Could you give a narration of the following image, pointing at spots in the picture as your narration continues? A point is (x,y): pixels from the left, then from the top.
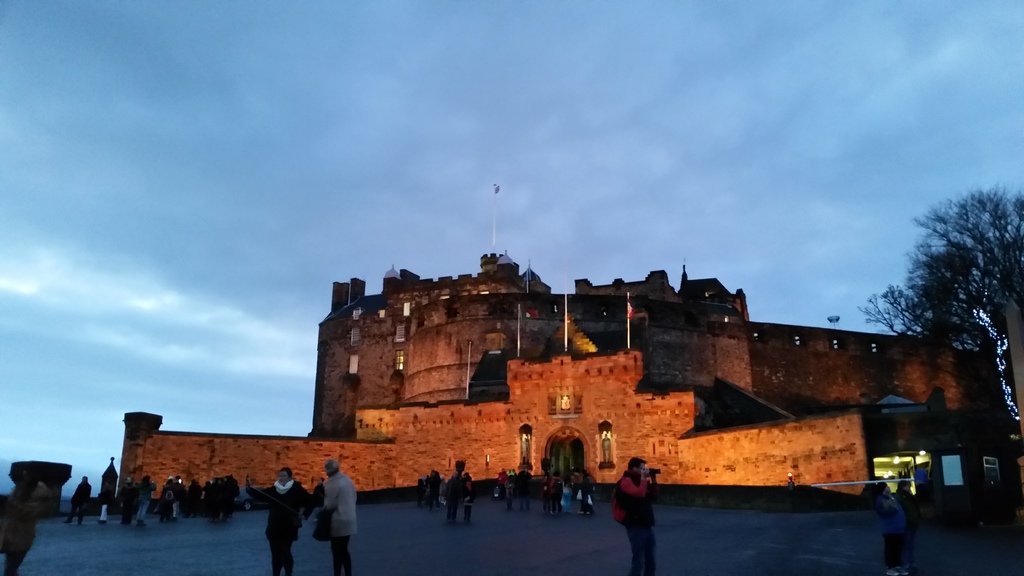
In this image we can see the building (627,354), wall (513,370), in the middle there is an arch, there are few people (906,486), lights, trees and the sky (285,174).
